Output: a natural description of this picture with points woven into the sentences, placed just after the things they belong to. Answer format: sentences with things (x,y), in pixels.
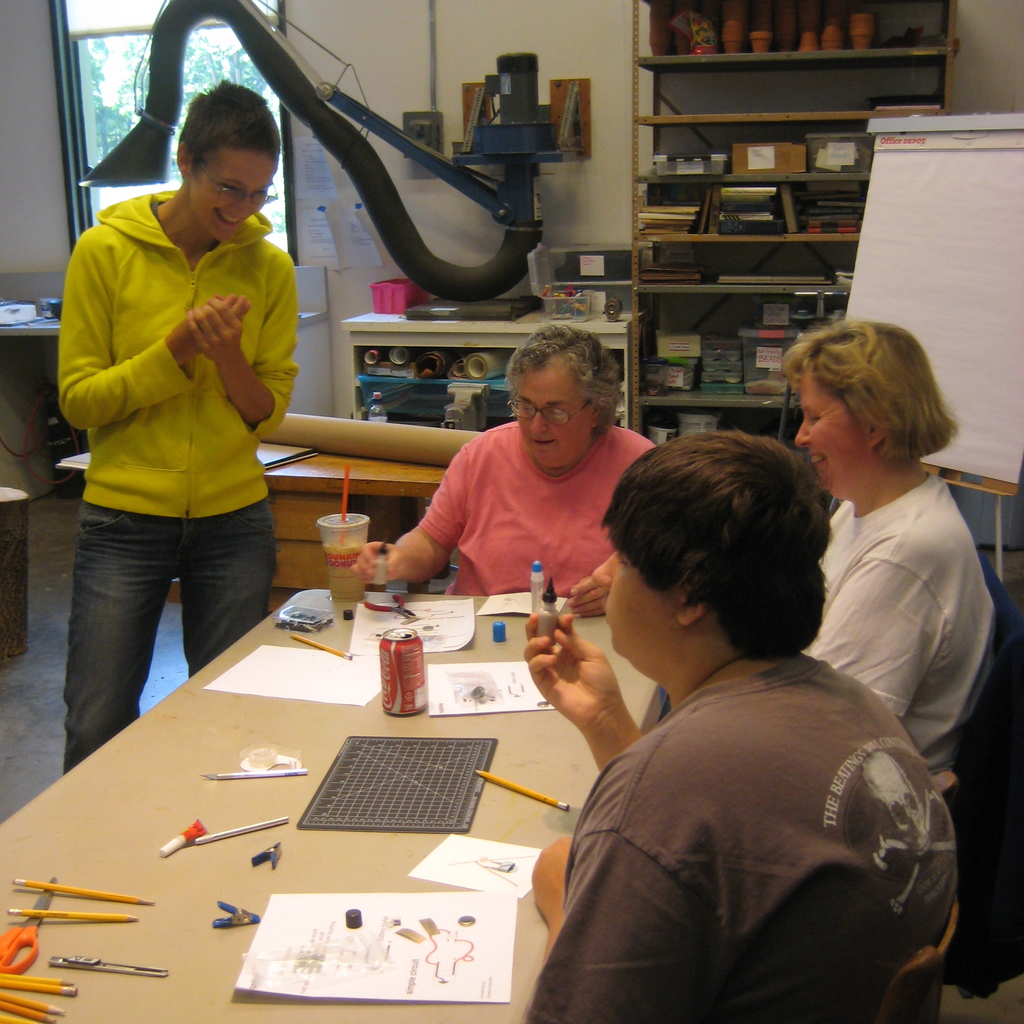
In this picture we can see three persons (901,764) sitting on the chairs (918,964) around the table (171,1017). And one person (86,685) is standing here. And on the table (127,875) there is a paper (425,895), a tin (383,681), and a glass (349,590). And on the background (647,320) there is a rack (745,167). This is the wall (412,69) and this is the floor (30,728).
